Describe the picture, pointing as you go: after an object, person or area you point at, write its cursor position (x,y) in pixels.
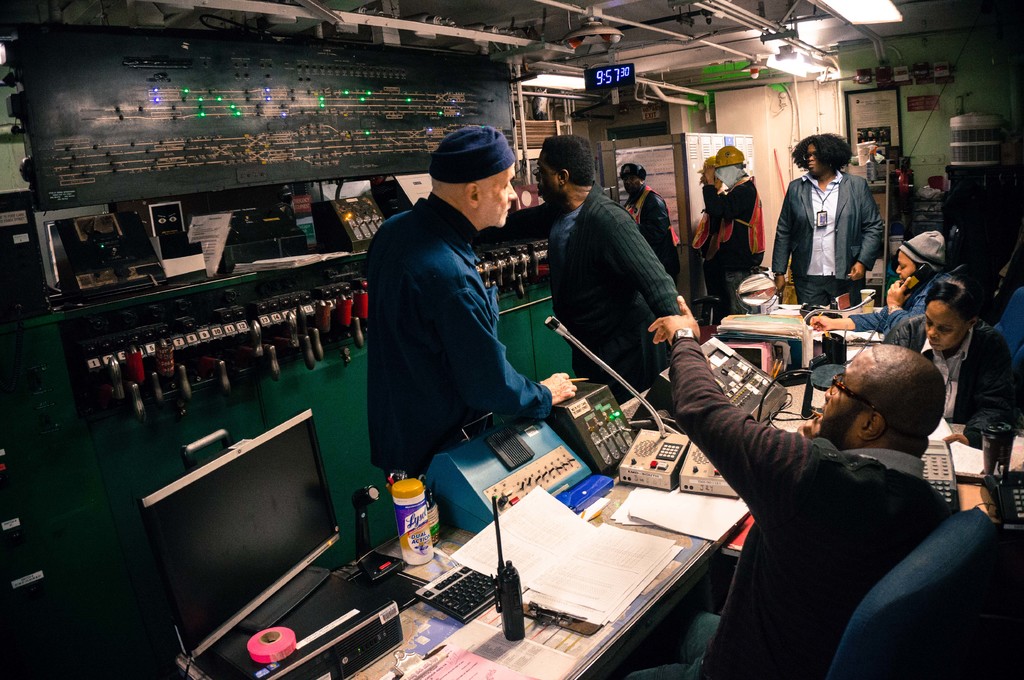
In this image we can see some people (744,593) sitting on the chairs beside a table (635,603) containing a monitor (317,552), tape (273,643), bottle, papers (571,590) and some electronic devices (610,467) placed on it. We can also see a group of people (457,386) standing, some electronic devices (110,152) on a wall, a photo frame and a digital screen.
